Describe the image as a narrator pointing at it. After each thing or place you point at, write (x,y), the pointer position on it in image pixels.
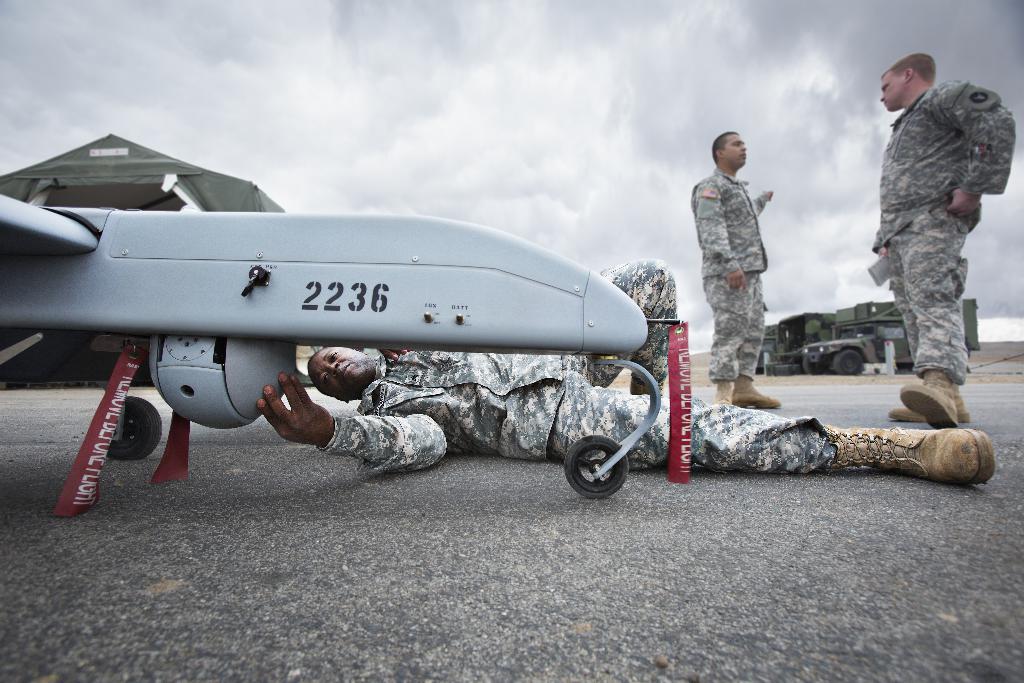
In this image on the right side (931,189) there are two persons (708,270) who are standing, on the left side (163,323) there is one airplane (193,327). And in the center (367,421) there is one person (580,416) who is lying and he is doing something, at the bottom (409,579) there is road (833,585) and in the background (858,349) there are some vehicles (817,349) and at the top of the image (504,167) there is sky (427,86).
